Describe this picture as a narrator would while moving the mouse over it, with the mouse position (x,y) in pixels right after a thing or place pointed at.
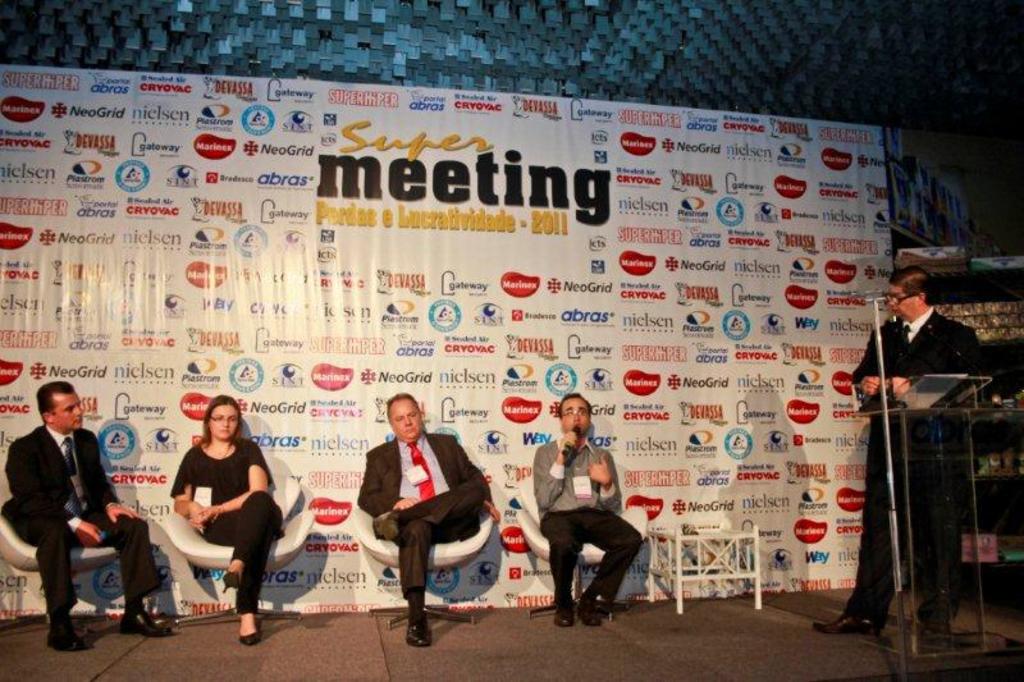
In this picture we can see a man (874,373) is standing behind the podium (912,398) and on the left side of the man (909,386) there are four people (590,462) sitting on chairs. Behind the people (380,447) there is a board (367,299).
